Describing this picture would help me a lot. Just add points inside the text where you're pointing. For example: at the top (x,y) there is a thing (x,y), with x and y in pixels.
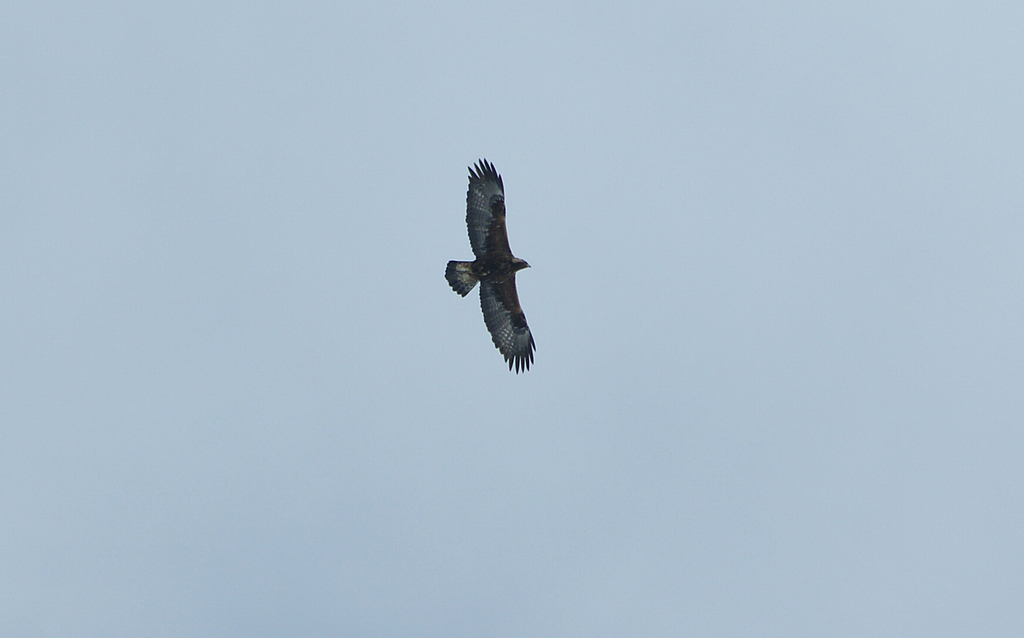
Bird (510,258) is flying in the air (537,339). Sky (515,251) is in blue color.
